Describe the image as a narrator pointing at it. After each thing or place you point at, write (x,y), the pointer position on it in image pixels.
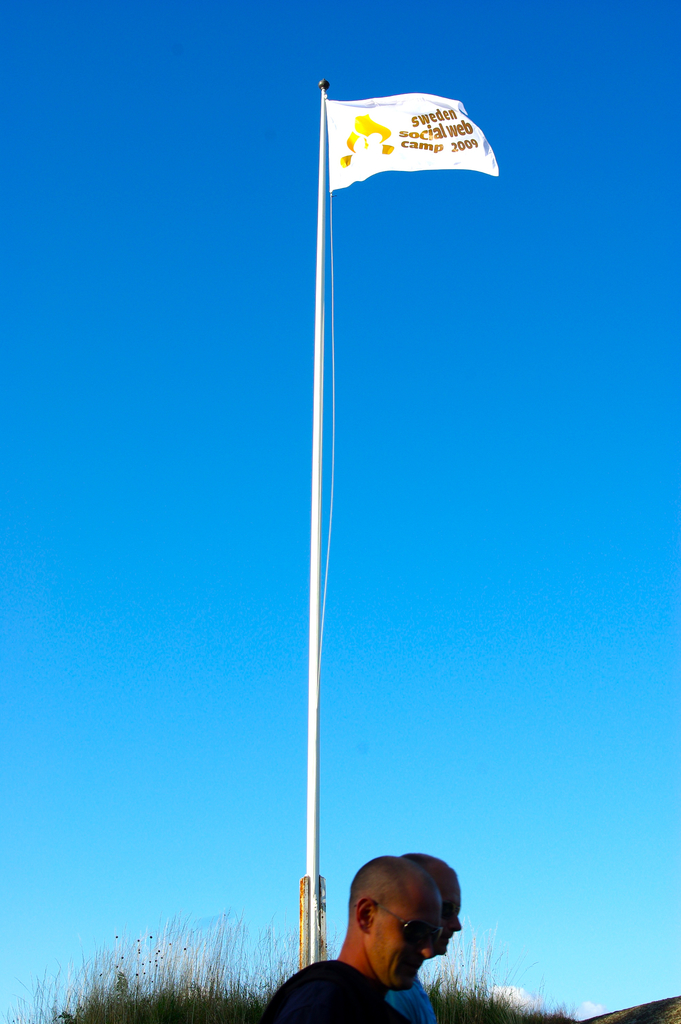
In the foreground of the picture (453,885) there are two people (369,912). In the background (186,992) there are plants (478,986). In the center of the picture (316,609) there is a flag (376,168) and a flagpole (324,146). Sky (131,366) is clear.
